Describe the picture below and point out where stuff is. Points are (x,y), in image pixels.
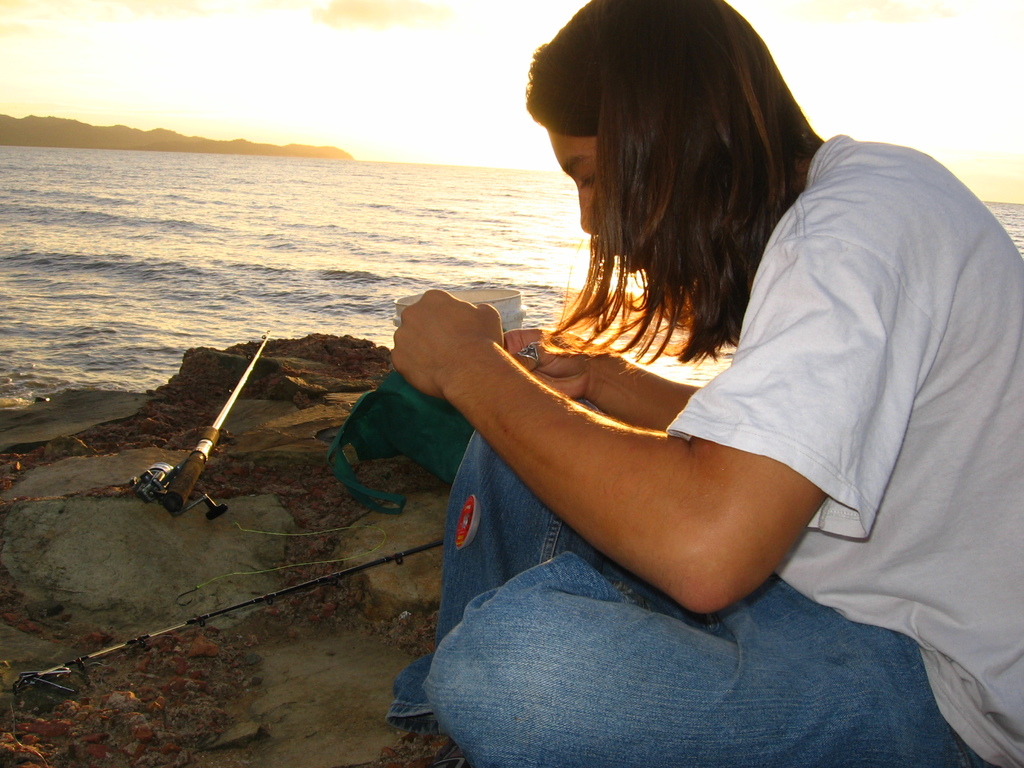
In this picture we can see a person (701,537) wearing white t-shirt (828,437) is sitting at the beach side (234,497) and holding the green cloth (438,424) in the hand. On the top (71,7) there is a sky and clouds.
